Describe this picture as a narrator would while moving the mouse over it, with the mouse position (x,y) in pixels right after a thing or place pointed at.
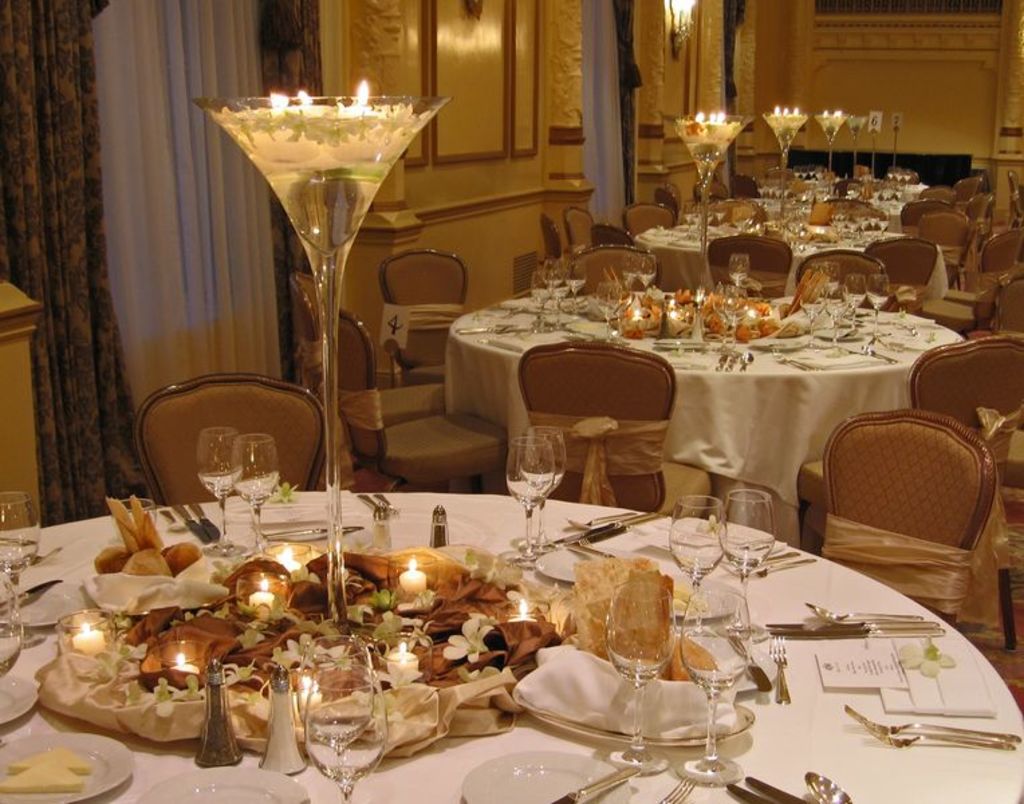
As we can see in the image there are curtains (135,187), tables (524,700), chairs (820,479) and on tables (416,519) there are glasses (643,628) and candles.
